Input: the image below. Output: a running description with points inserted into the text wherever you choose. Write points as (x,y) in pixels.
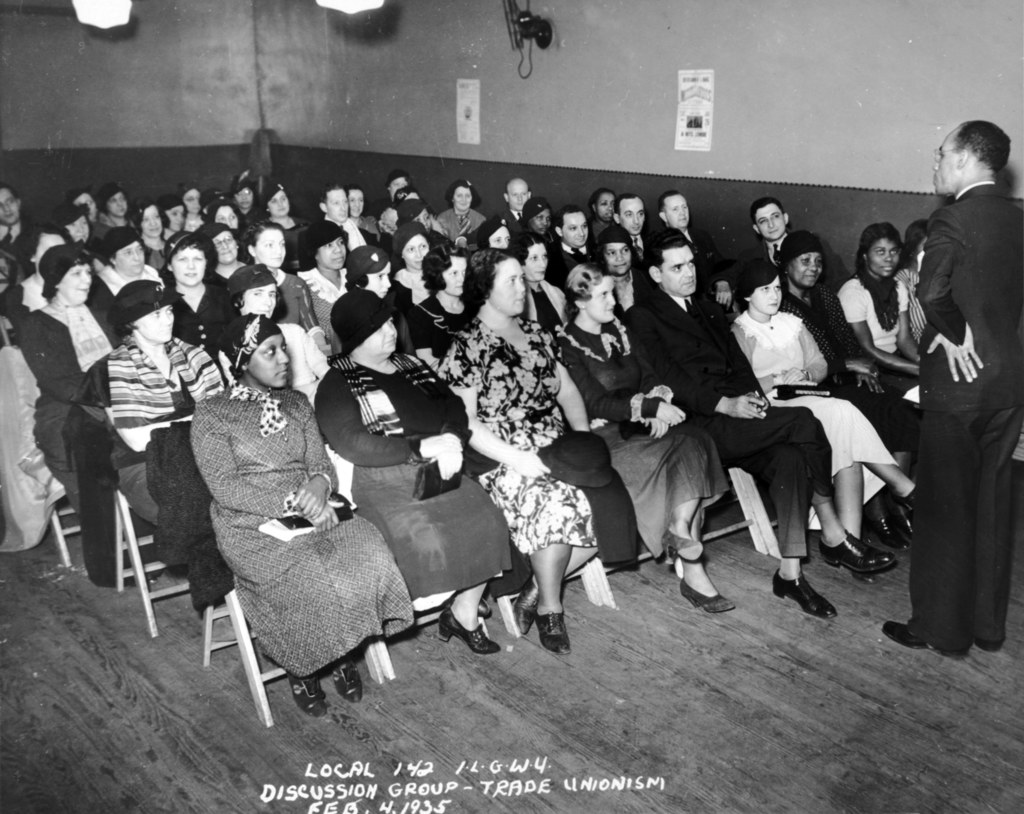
In this image i can see a group of people (367,497) sitting on a chair (243,617) at front (919,361) there is a man (932,372) standing at the back ground (769,121) i can see a wall (773,136), a paper (706,102) at the top (107,9) there is a light (88,5).
